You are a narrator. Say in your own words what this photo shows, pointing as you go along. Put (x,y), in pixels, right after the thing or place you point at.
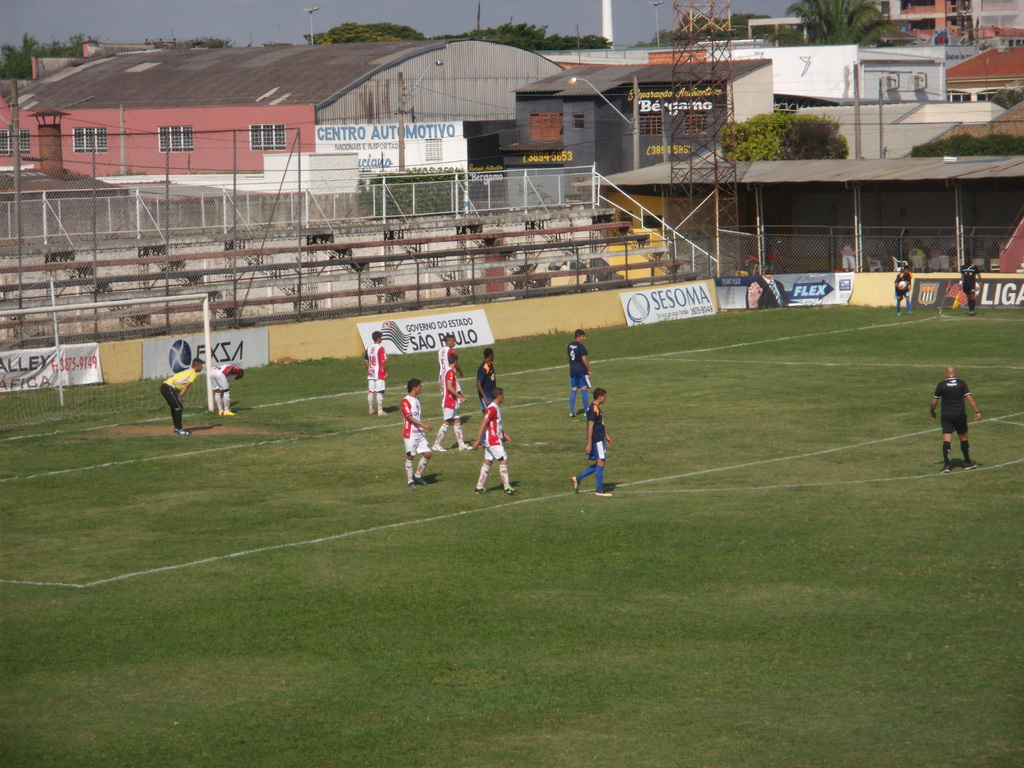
In this image it seems like it is a football match. There is a ground (771,724) in the middle (641,391) on which there are football players (581,476) walking on it. On the left side (57,369) there is a goal post (59,355). In the background (456,232) there is a stadium (443,190) which is covered by the fencing (583,187). In the background (292,84) there are buildings (857,56) with the windows (269,130). There are boarding (637,298) around the ground (1022,310). In between the boarding's (825,286) there is a tower (692,75) and there are trees (771,34) in between the buildings (649,60).
